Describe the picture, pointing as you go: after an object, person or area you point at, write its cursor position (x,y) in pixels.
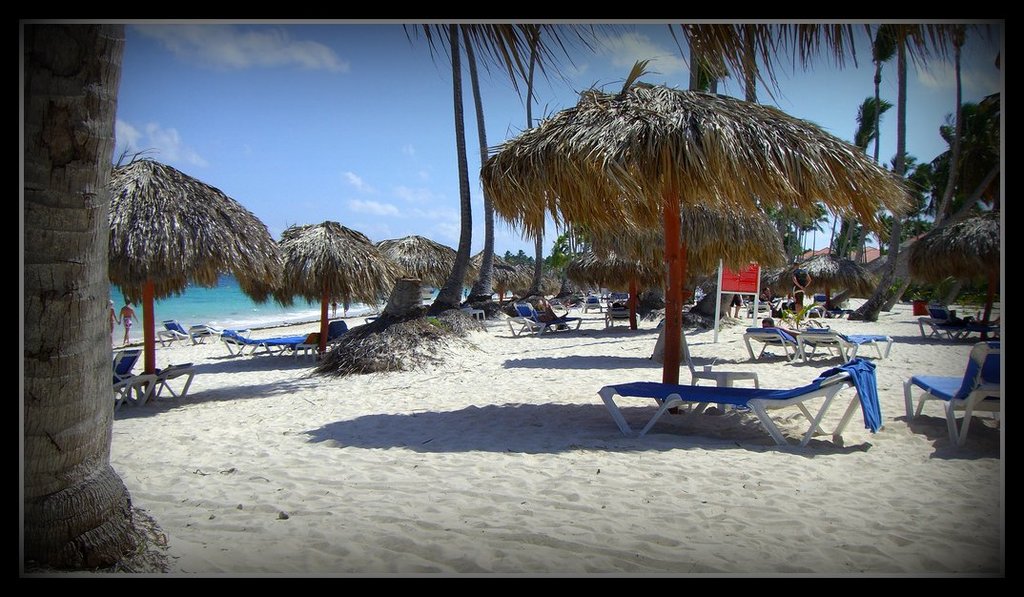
In this image we can see a picture of a beach (914,504). In this picture there are single pole huts (854,150), chairs (802,388), people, a board (725,293), sand (468,428), trees (71,302), water (165,309), a red board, blue clothes (739,393) and a cloudy sky (426,234).
